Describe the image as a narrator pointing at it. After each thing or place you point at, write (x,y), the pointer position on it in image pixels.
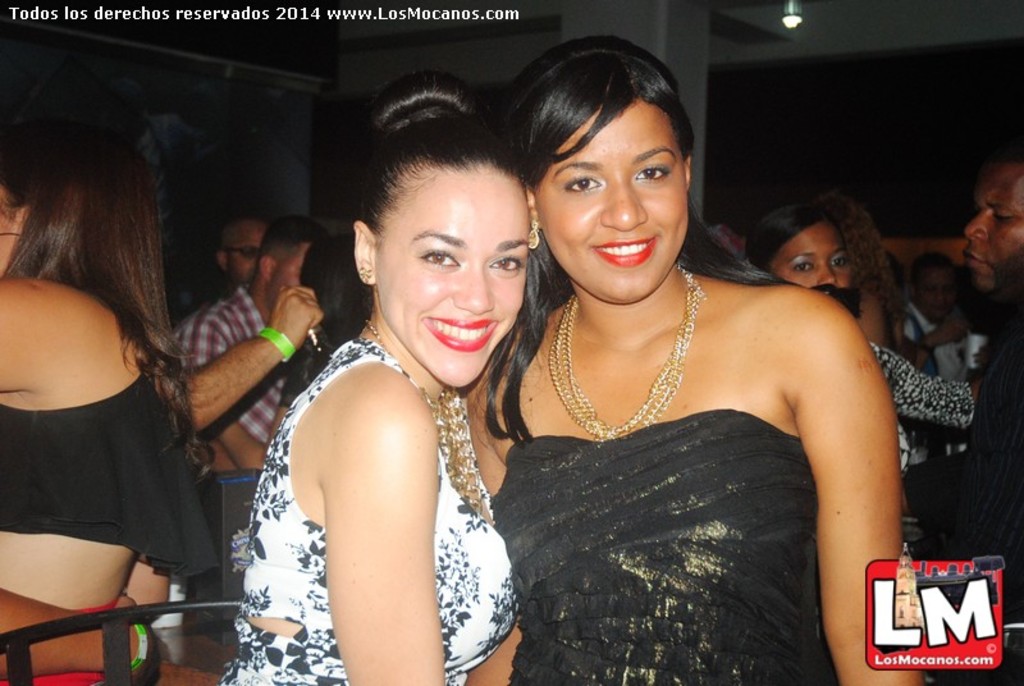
In the picture we can see two women (638,543) are standing together in the pub (105,80) with some fashionable clothes (749,638) and smiling and behind them we can see some men (1019,261) and women (179,361) are also standing and dancing and to the ceiling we can see a light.
